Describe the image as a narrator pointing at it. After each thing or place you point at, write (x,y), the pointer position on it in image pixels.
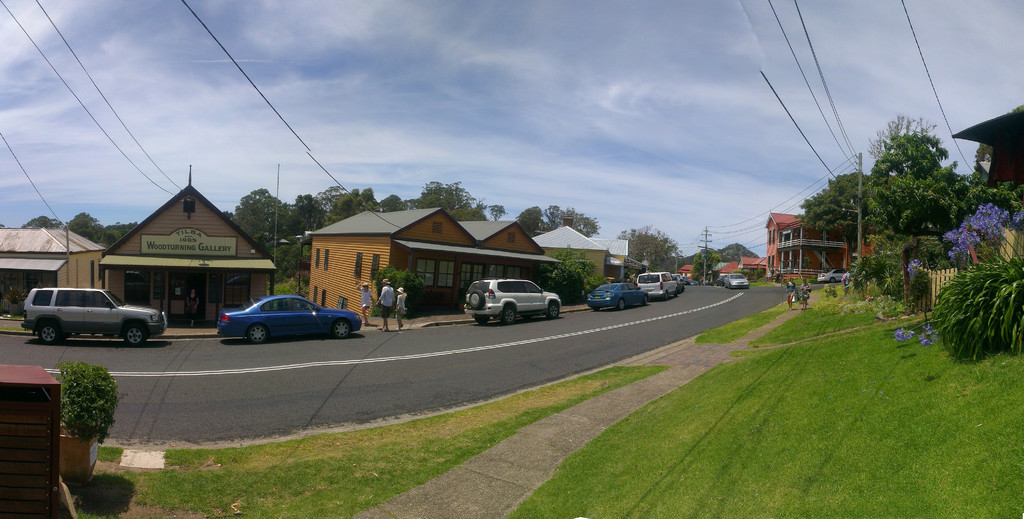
In this image we can see some buildings (628,262), vehicles (593,297), poles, people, road (293,354), trees (852,236) and other objects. At the top of the image (554,87) there is the sky (232,68) and cables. At the bottom of the image (922,359) there is the grass (759,480) and a walkway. On the right side of the image (883,304) there are plants (973,273), flowers (963,225) and other objects (1004,125). On the left side of the image (43,428) there is a plant (75,429) and an object (24,506).
